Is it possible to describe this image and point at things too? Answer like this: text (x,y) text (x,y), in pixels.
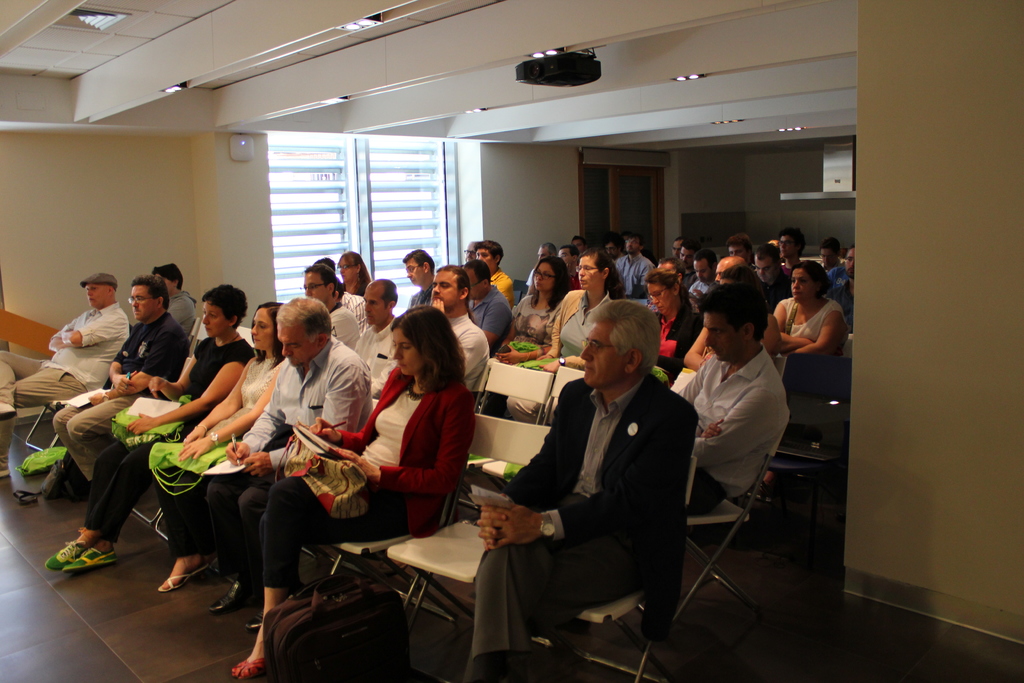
In this image we can see many people (377,348) sitting on chairs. On the ceiling (417,74) there is a projector (521,78). Also there are lights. In the back (376,200) there is a window (387,197). Some people (112,405) are holding bags (122,439) and some other items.
